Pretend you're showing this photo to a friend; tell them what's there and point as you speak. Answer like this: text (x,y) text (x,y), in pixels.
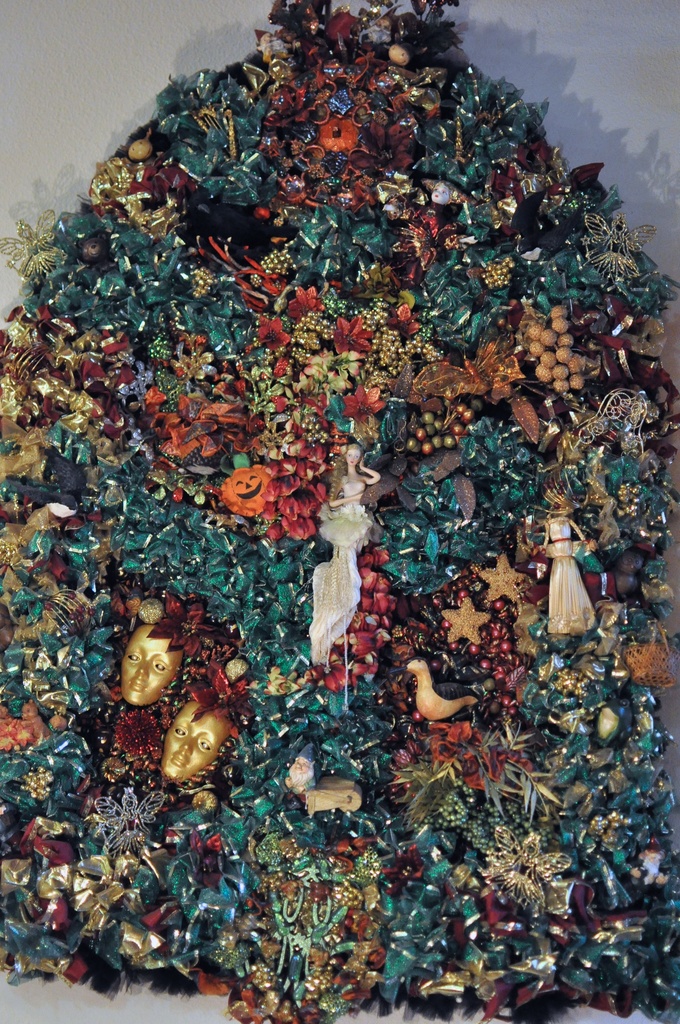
There are some decorative items (311,425) in the image.
